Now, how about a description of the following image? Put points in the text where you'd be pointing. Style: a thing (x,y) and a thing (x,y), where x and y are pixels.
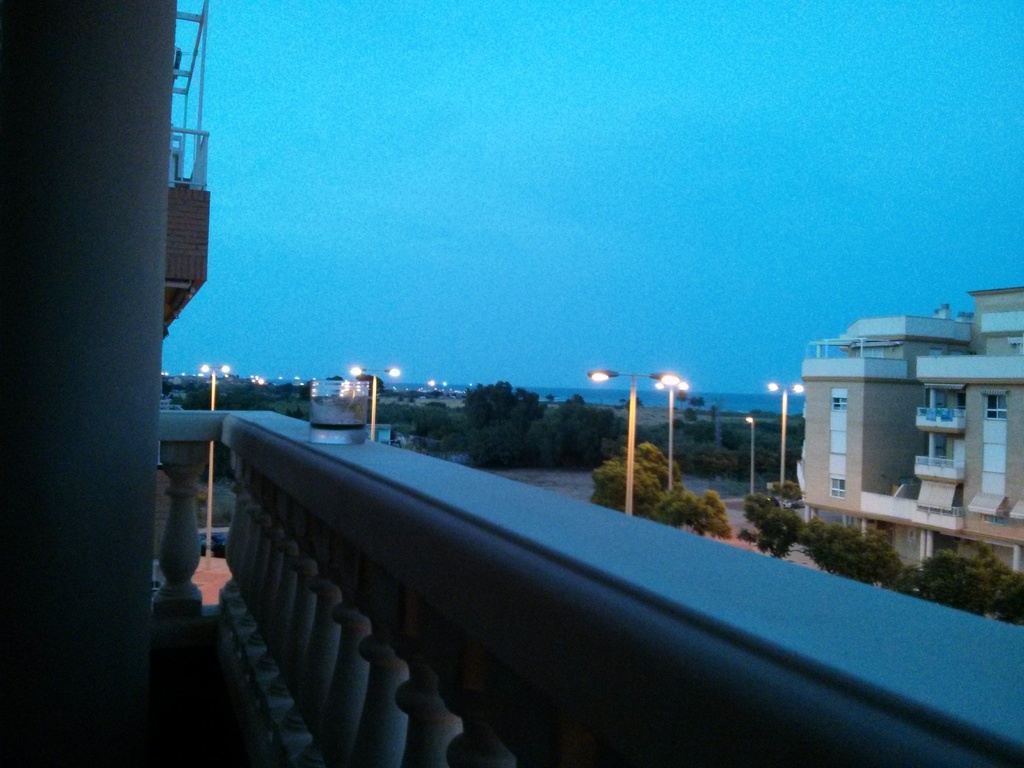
In this image we can see a glass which is placed on a fence (467,619). On the backside (538,447) we can see some trees (574,465), street lights (634,453), a building (844,444) with windows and the sky (578,309) which looks cloudy.
